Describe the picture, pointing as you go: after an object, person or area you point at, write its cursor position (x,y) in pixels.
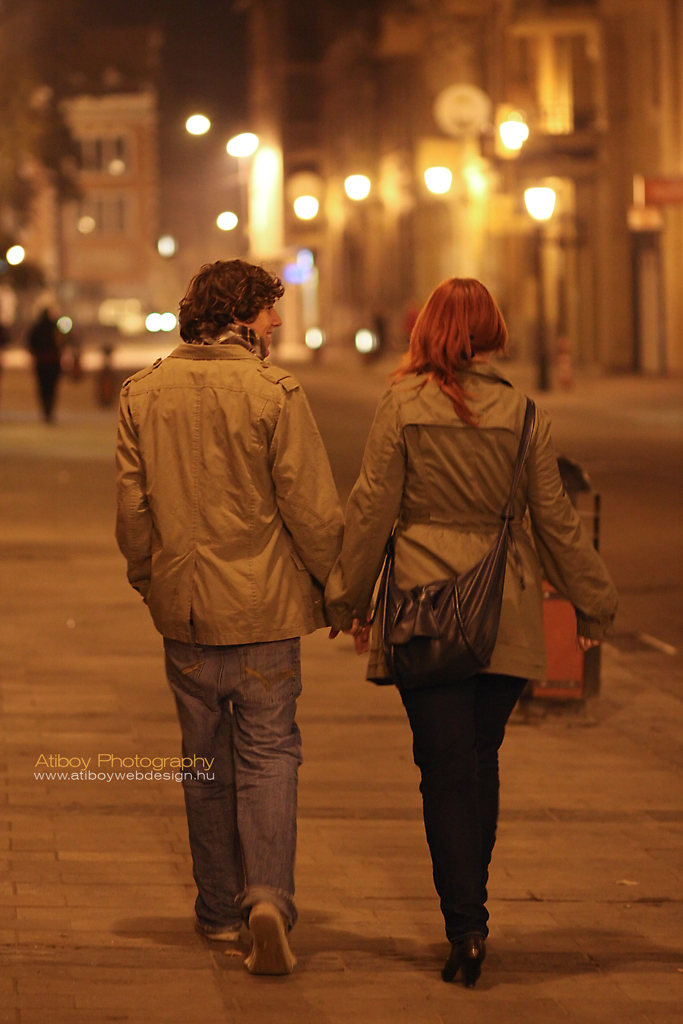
This is the picture of a guy (305,578) and a lady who are wearing jackets (272,563) and behind there are some buildings (142,30), lights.
